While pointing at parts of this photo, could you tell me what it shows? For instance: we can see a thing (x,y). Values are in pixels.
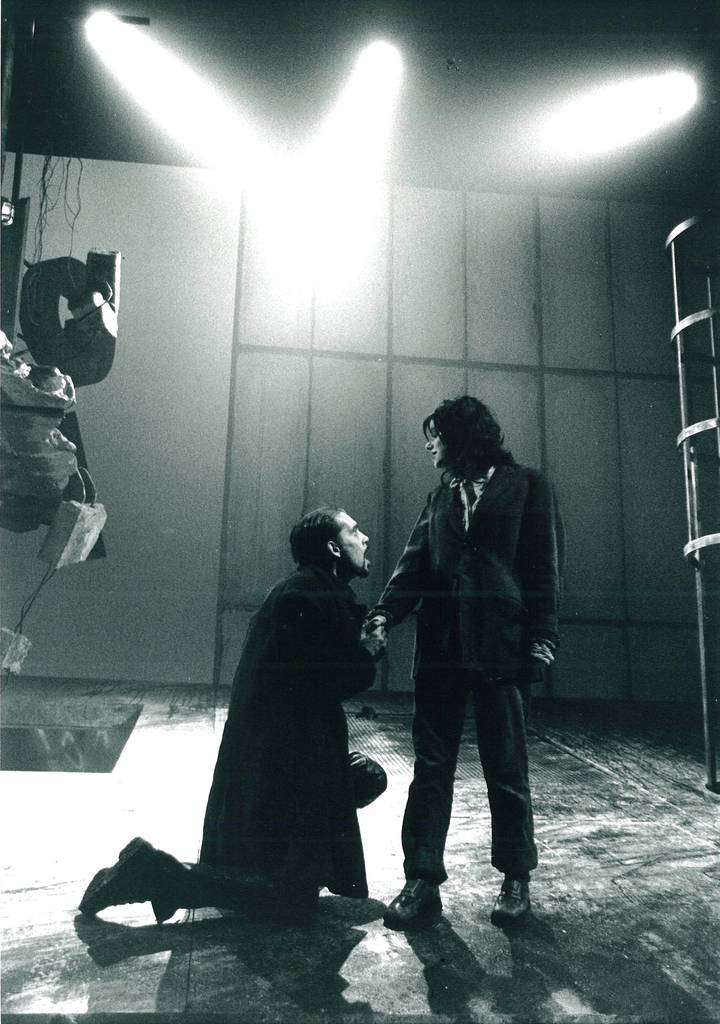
In this image I can see two people (303,572), lights (662,106) and few objects (103,365). The image is in black and white.
